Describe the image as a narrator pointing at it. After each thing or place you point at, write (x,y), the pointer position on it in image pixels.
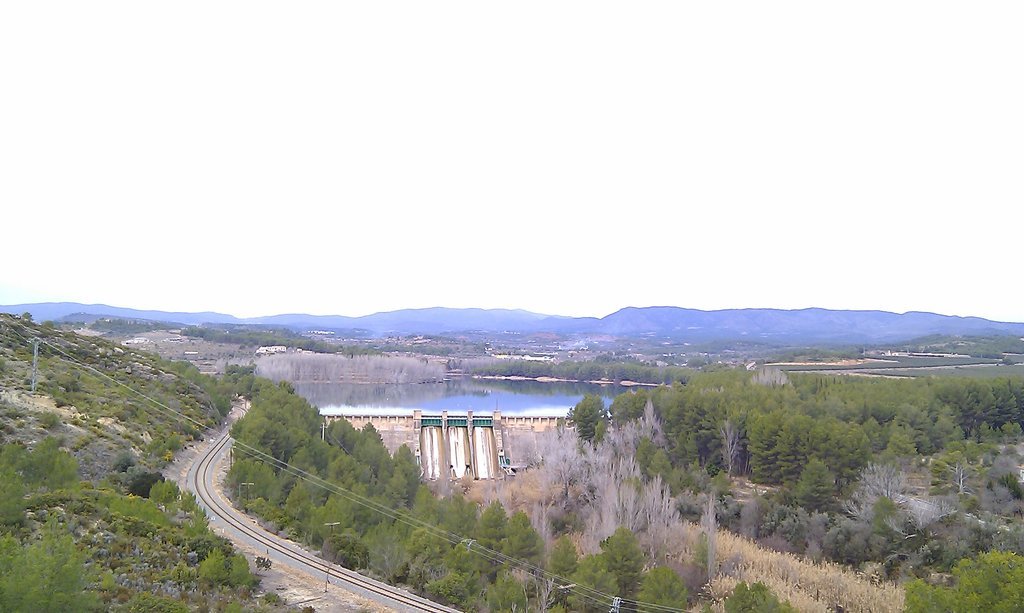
In this image we can see water (444,407), dam (476,440), trees (324,466), road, poles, railway track (207,469), hills (101,481) and sky (489,223).
